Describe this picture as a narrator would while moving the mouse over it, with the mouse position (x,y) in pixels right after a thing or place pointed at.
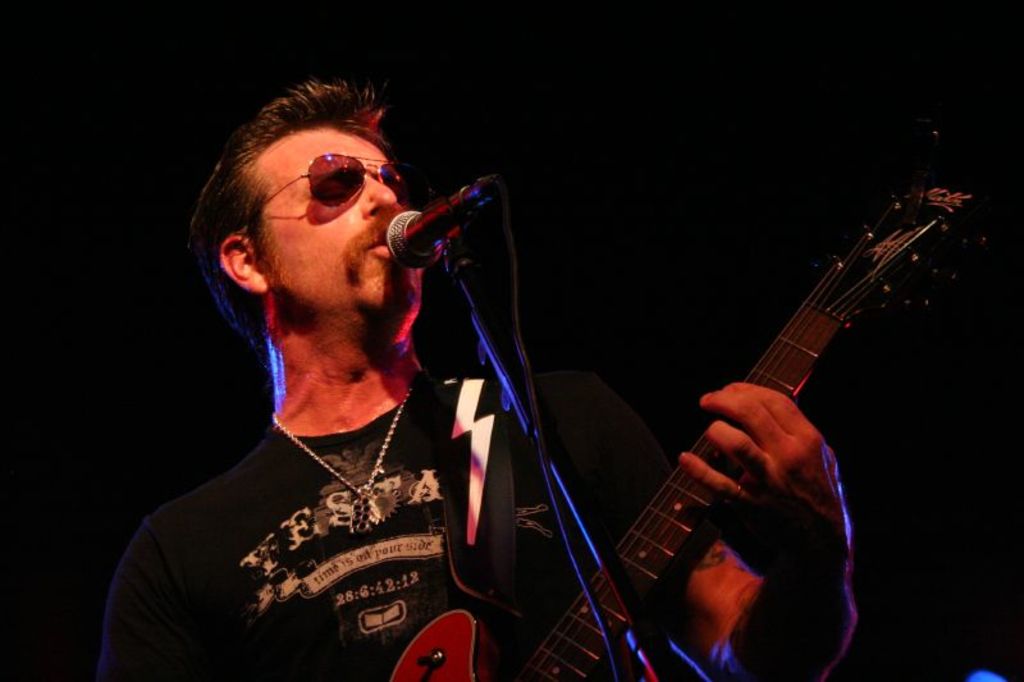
In this image there is a person (423,405) holding a guitar (685,520). He is wearing a glasses (325,181). There is a mic (441,231) and a stand (572,510).
